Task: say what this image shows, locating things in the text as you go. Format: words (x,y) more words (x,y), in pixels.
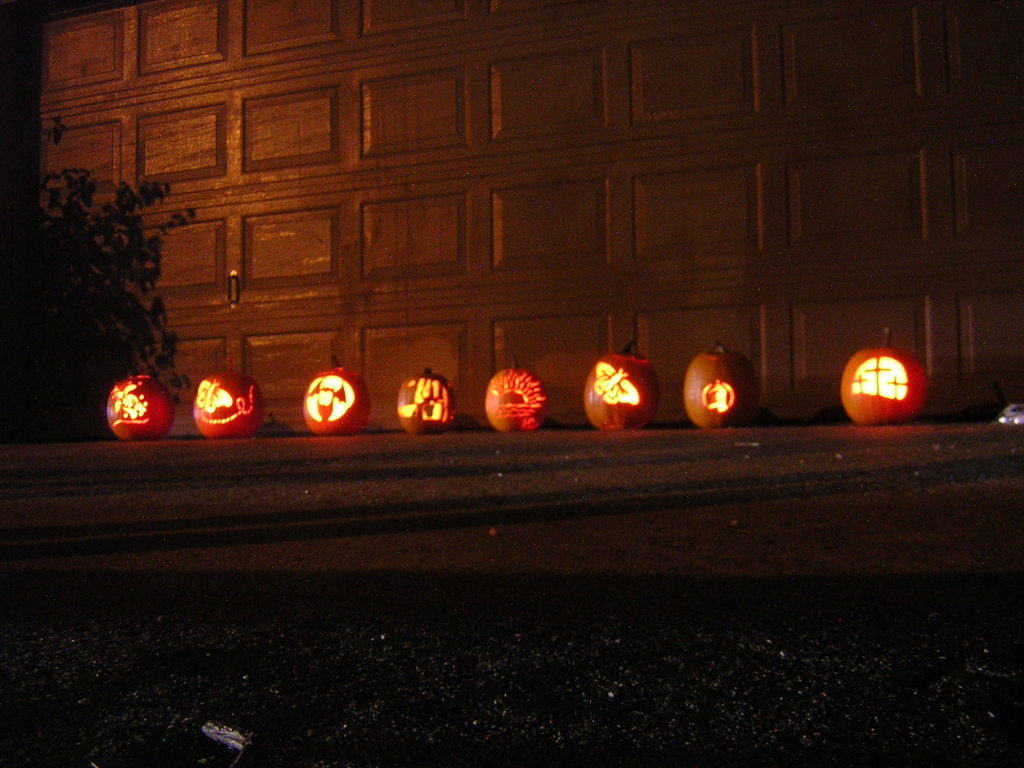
In this image I can see the road (378,585). I can see the pumpkins (434,416) in which I can see the light (525,421). On the left side (93,322) I can see a tree (55,296).
